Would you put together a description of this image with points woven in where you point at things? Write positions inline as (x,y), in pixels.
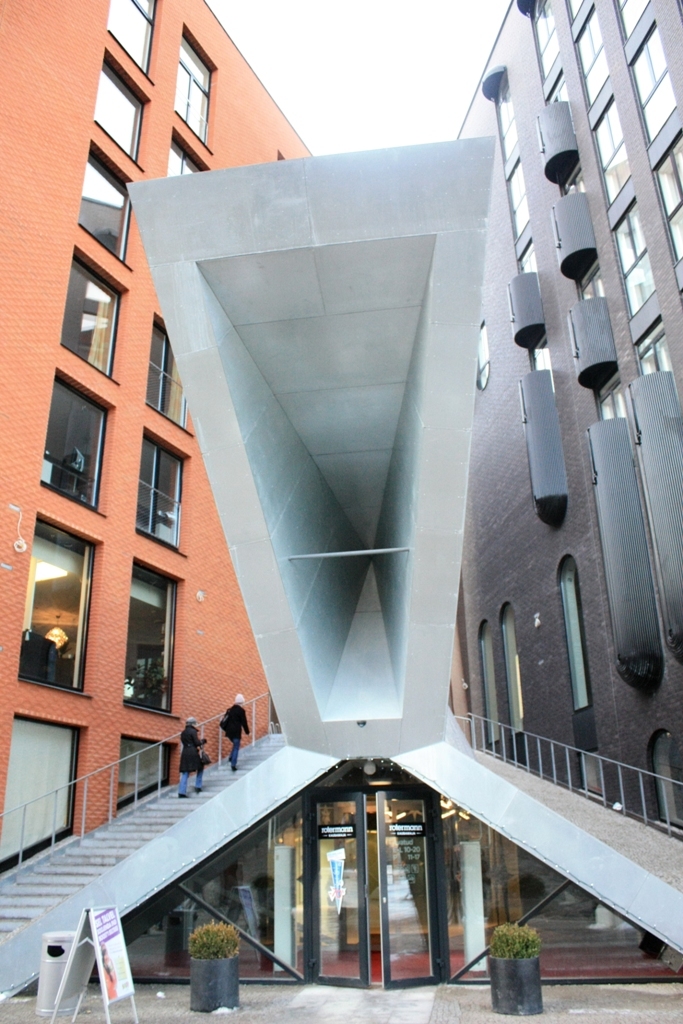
In front of the image there are flower pots (533,941). There are glass doors (407,982), trash can (56,980) and a board (103,948). At the bottom of the image (410,1001) there is a pavement (340,991). On the left side of the image (184,799) there are two people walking on the stairs (163,803). There are railings (616,765). In the background of the image (80,449) there are buildings (349,417), glass windows (82,462). At the top of the image (407,88) there is sky (406,81).
